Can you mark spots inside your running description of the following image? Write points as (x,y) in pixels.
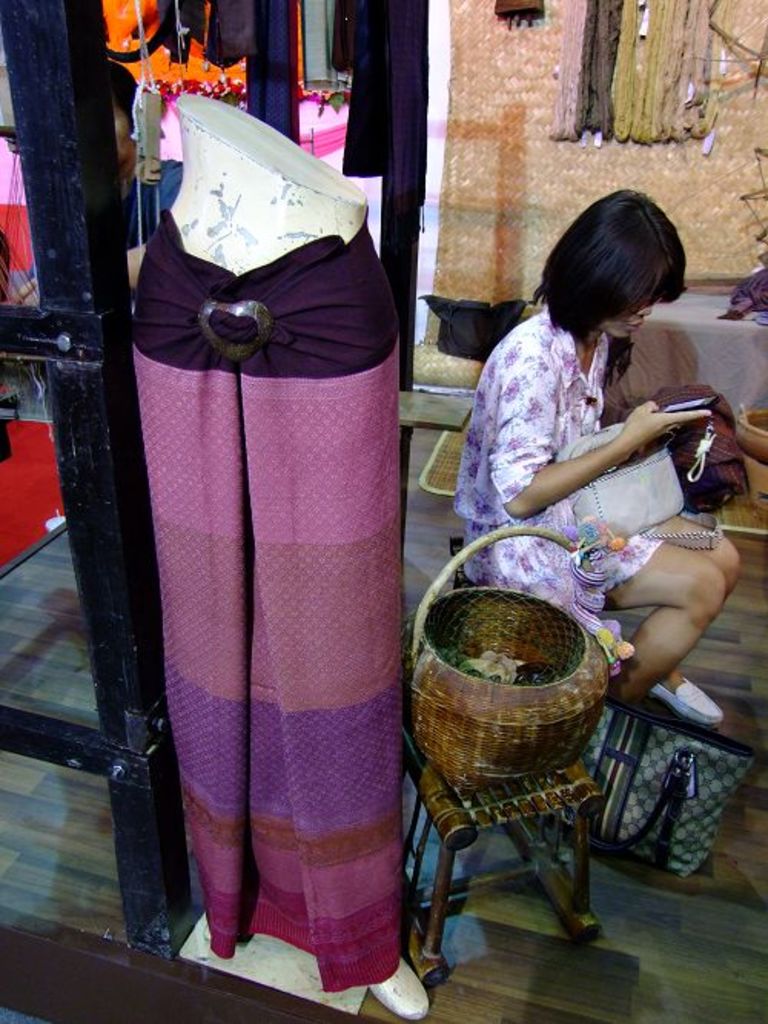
This picture shows a woman (531,588) seated on the chair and holding a mobile (668,410) in her hand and we see a basket (471,551) and a mannequin (209,241).
